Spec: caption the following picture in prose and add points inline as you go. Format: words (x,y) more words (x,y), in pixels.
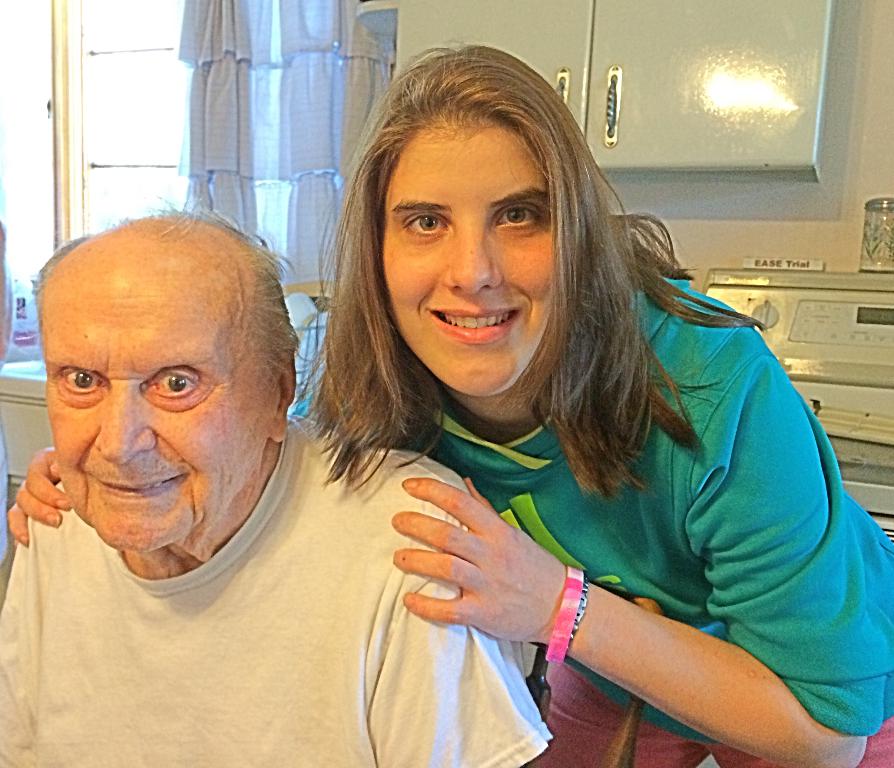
In this picture we can see two people (403,668) smiling and at the back of them we can see cupboards (576,65), wall (850,228), curtain (335,78) and some objects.
